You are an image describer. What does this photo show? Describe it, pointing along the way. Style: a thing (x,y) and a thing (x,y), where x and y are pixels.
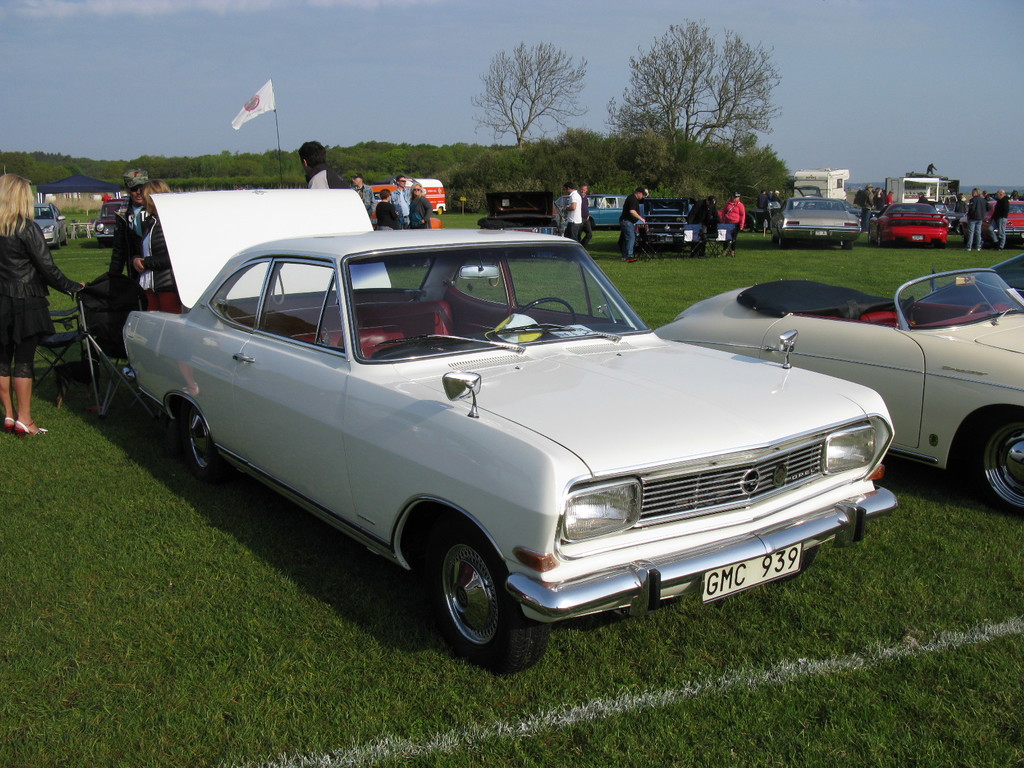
In this picture we can see few vehicles (582,266) and group of people (146,266) on the grass (141,567), in the background (522,127) we can see a tent (105,189), flag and few trees (489,89).
